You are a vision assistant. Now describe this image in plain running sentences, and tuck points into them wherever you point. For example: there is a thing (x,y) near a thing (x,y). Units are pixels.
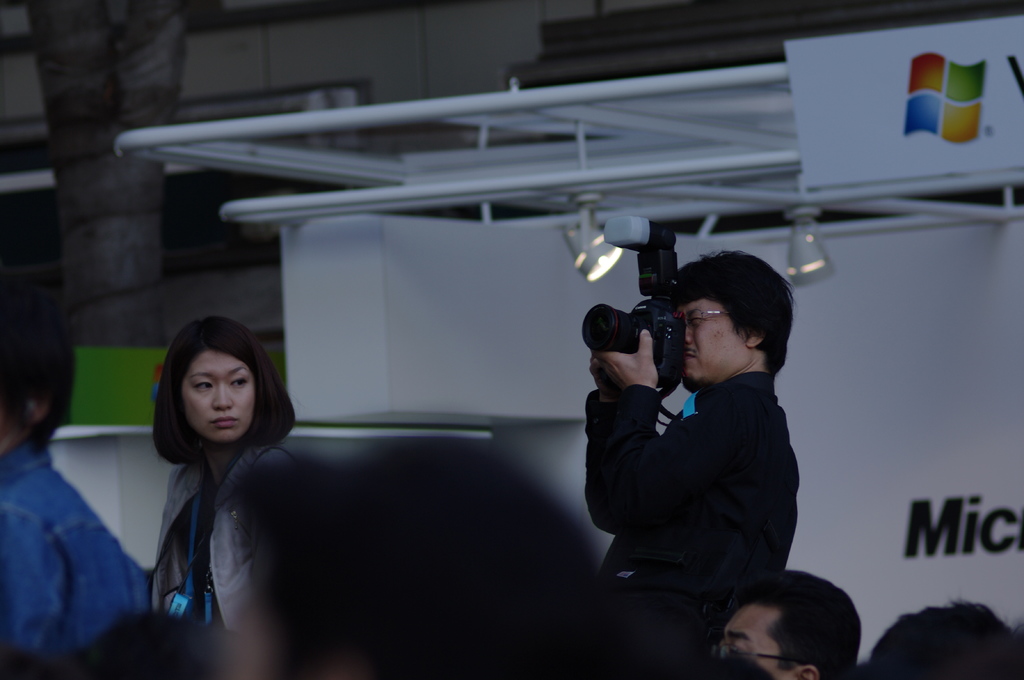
In the image we can see there are people (433,534). This Person (750,417) is standing and catching a camera (608,339) in his hand (601,354). This is a poster (941,151). This is a logo (927,84) of a window (961,89), these are the lights (581,262).
